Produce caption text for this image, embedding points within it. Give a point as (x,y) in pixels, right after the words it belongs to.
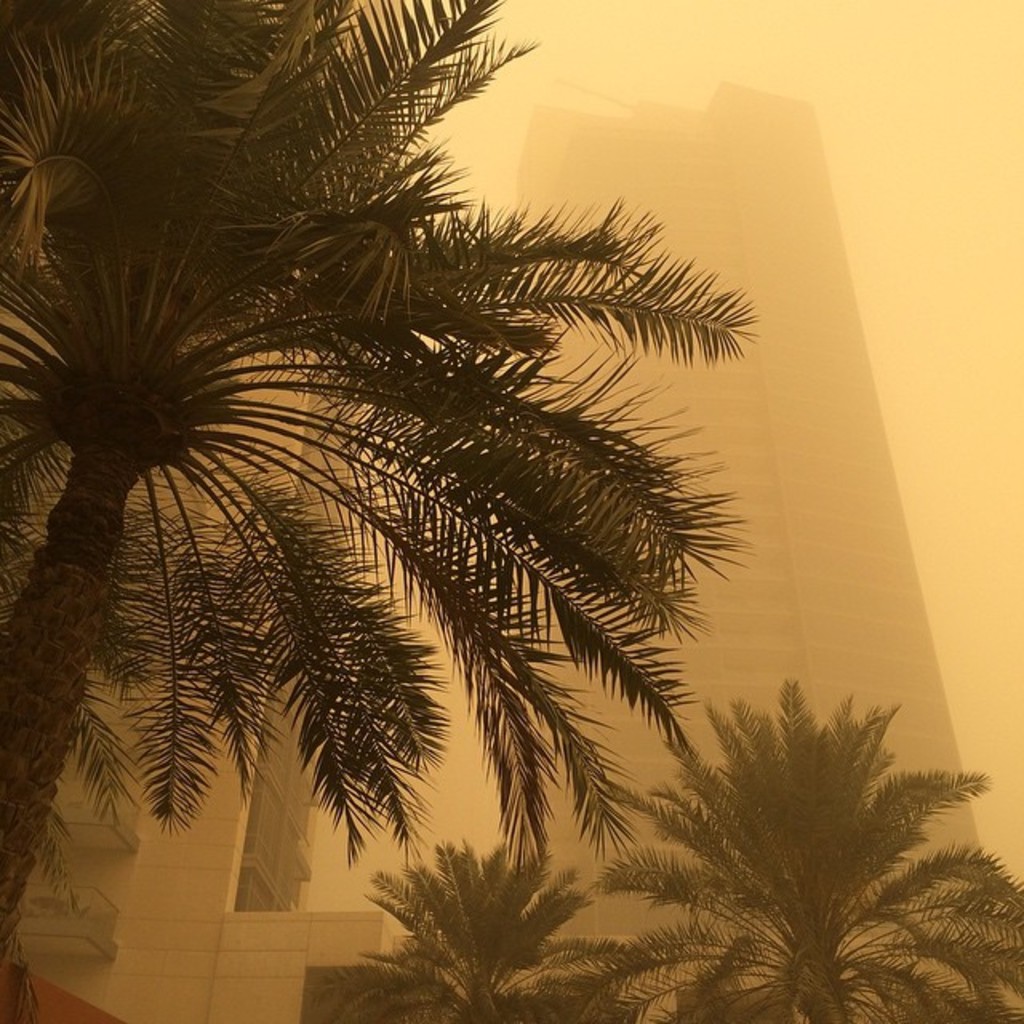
In this image we can see the trees (495,491), buildings (679,363), fog (939,137), at the top (820,44) we can see the sky (901,398).
